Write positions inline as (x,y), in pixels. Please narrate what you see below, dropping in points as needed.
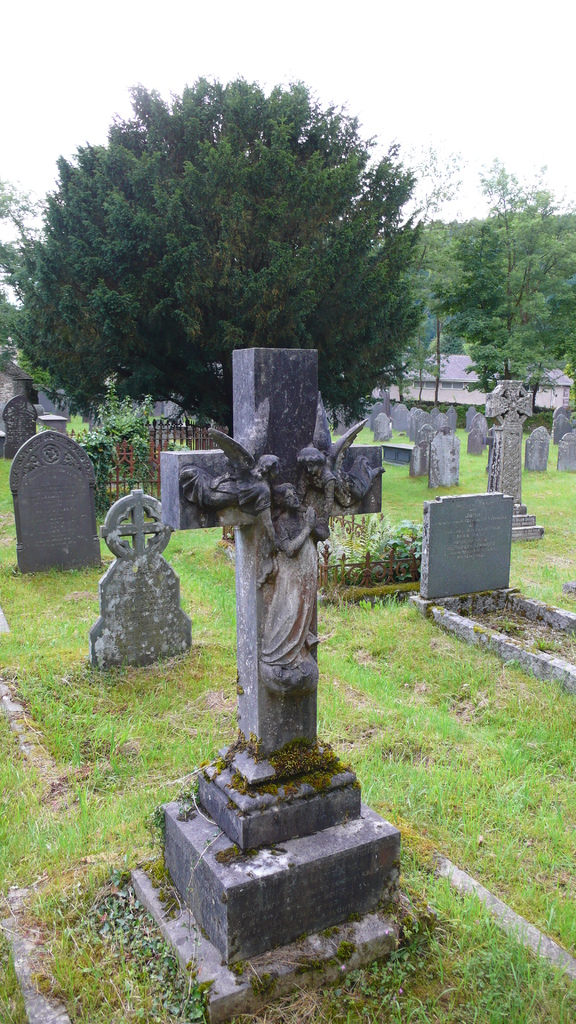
In this image we can see few grave stones (509,438) in the graveyard (379,688) and there are few trees (433,289), a building (447,361) and sky (505,70) in the background (339,53).
